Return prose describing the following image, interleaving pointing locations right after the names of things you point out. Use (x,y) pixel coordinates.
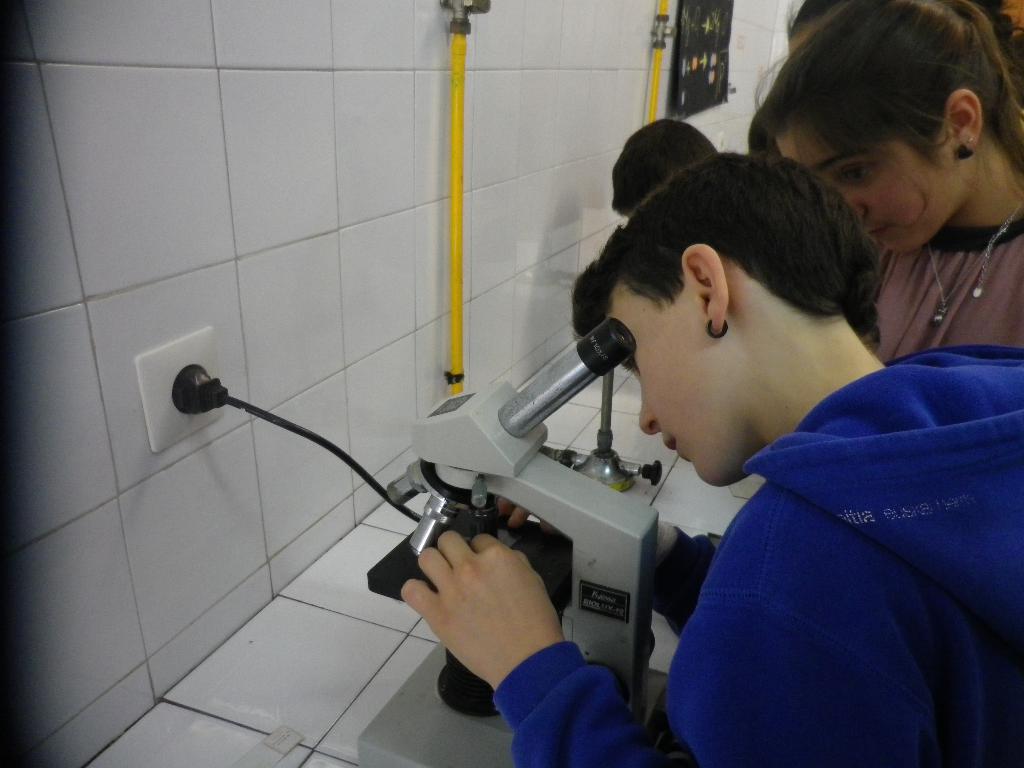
In this picture, we see the man (789,569) in the blue jacket (873,574) is working the microscope (467,448), which is placed on the white table (374,601). Beside him, we see a woman (919,131) is standing. On the left side (236,306), we see a wall (227,343) which is made up of white tiles (381,360) and we even see the electrical plug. Beside that, we see yellow color gas pipes (461,71). In the background (688,78), we see a chart (695,63) in black color. This picture might be clicked in the laboratory (358,617).
